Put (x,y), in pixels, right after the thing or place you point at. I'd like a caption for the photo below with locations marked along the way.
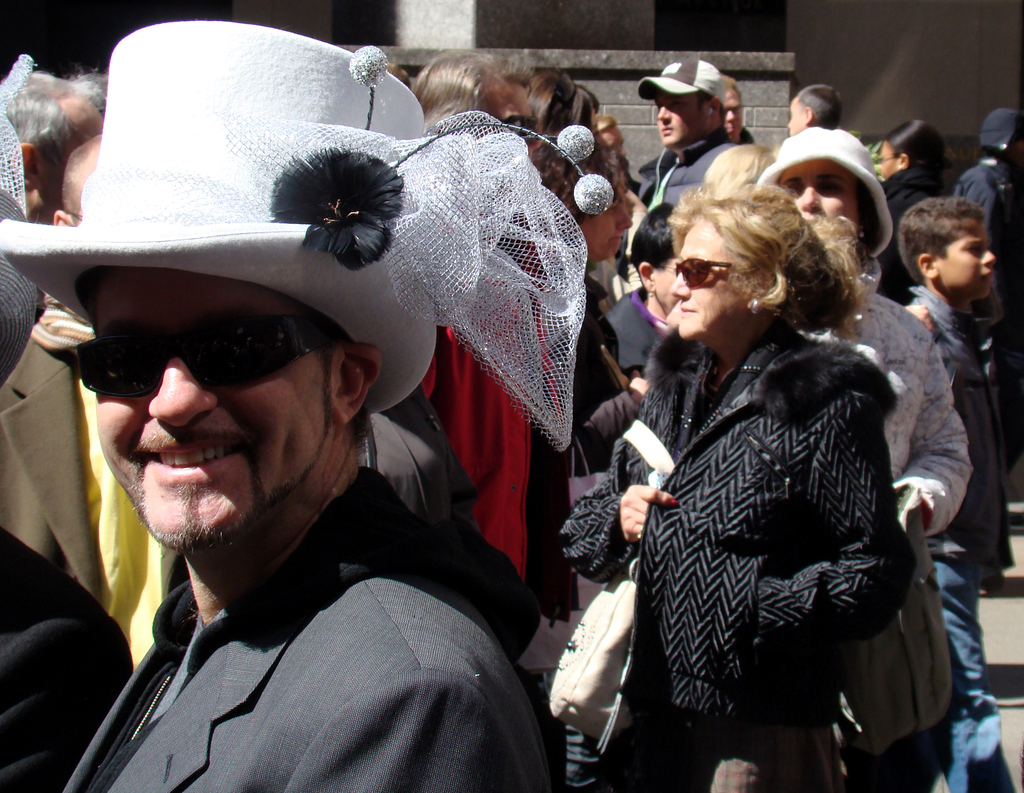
In the foreground of the image (40,275) there is a person (356,609) wearing a suit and a white color hat (299,238). In the background of the image (898,197) there are people (658,574). There is a wall (765,98).
